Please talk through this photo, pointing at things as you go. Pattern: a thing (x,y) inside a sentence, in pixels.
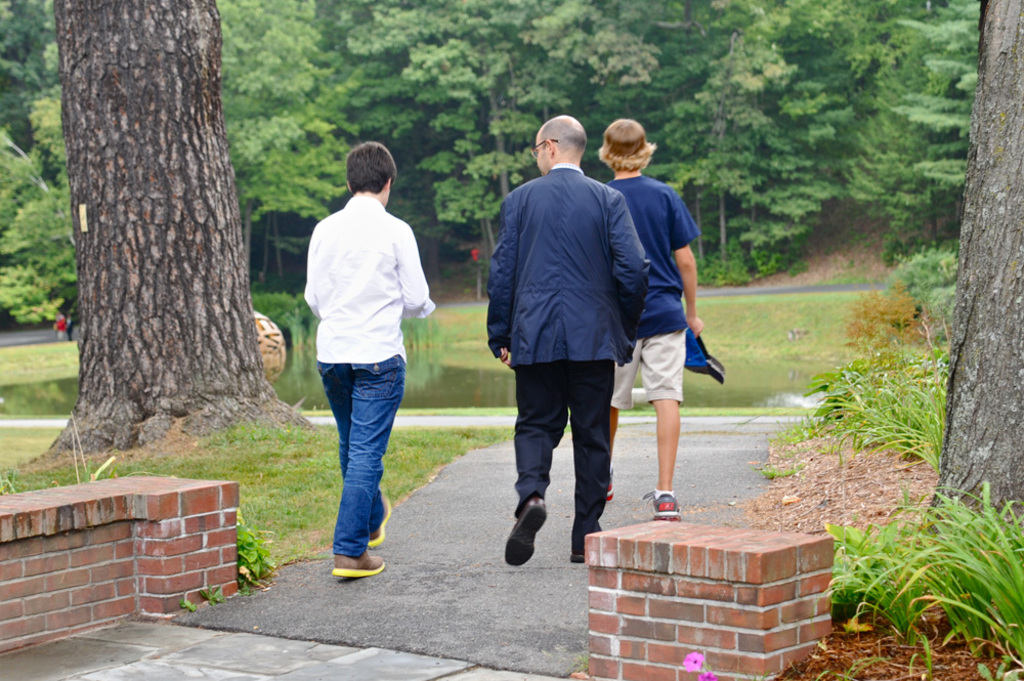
In this picture we can see three persons (590,281) walking, in the background (611,43) there are some trees (639,69), we can see water (445,347) and grass (465,322) at the bottom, on the right side (935,570) there are some plants (927,385), we can see a flower (695,663) at the bottom (700,671).
